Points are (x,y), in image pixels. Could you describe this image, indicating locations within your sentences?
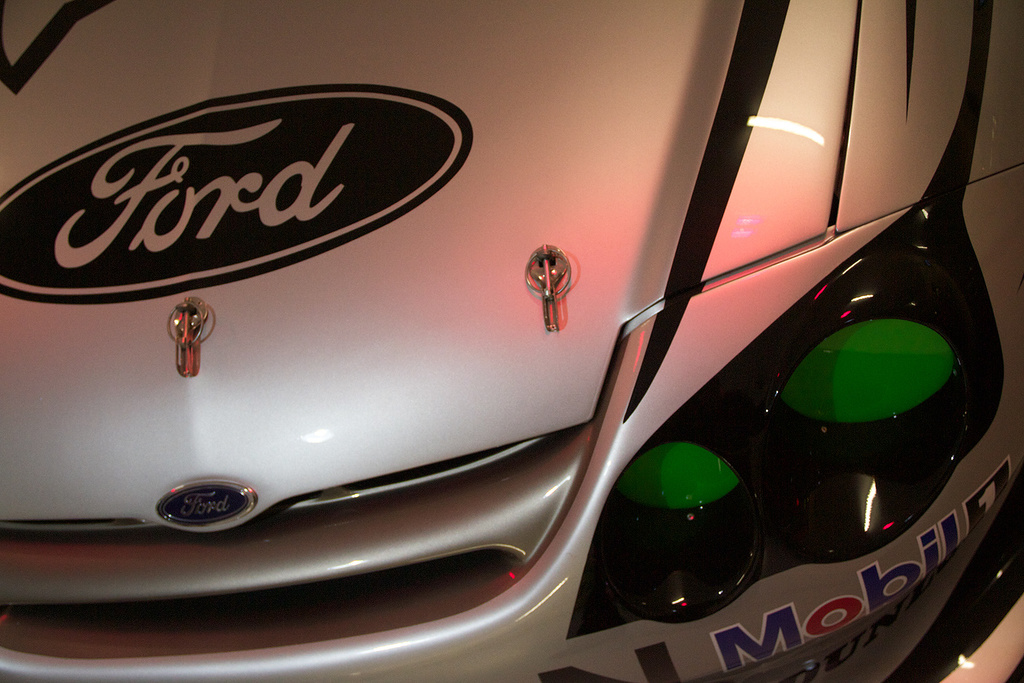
In this picture we can see a vehicle (229,651) with stickers (891,573) and a logo (116,270) on it.
